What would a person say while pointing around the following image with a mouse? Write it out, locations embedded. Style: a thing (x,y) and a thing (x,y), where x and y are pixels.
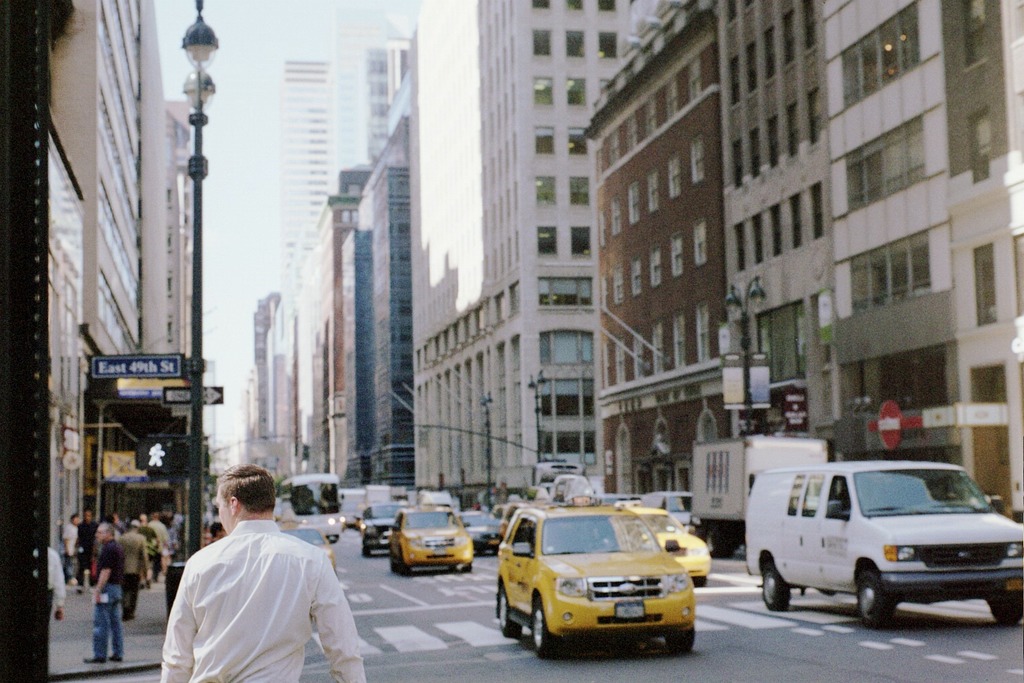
In the center of the image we can see a few vehicles (580,553) on the road (735,618). On the left side of the image (37,520), we can see one black color object (23,501) and a few people (90,562) are standing. In the background (288,323), we can see the sky (250,94), buildings (712,178), sign boards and a few other objects (632,355).
